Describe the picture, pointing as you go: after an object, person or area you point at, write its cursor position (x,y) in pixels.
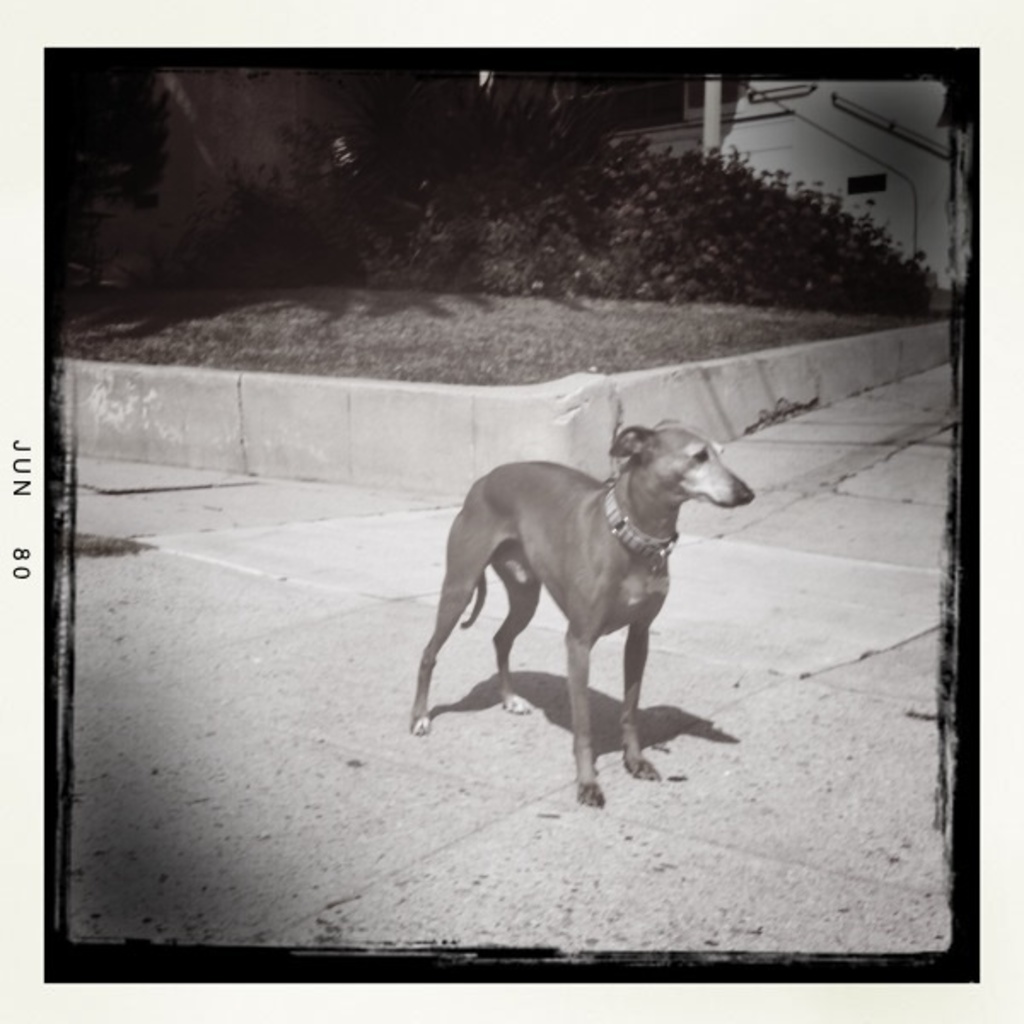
This is a black and white image. In this image, in the middle (498,492), we can see a dog (509,483) standing on the floor (756,795). In the background (405,228), we can see some trees (470,228), plants (768,228), pillars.
